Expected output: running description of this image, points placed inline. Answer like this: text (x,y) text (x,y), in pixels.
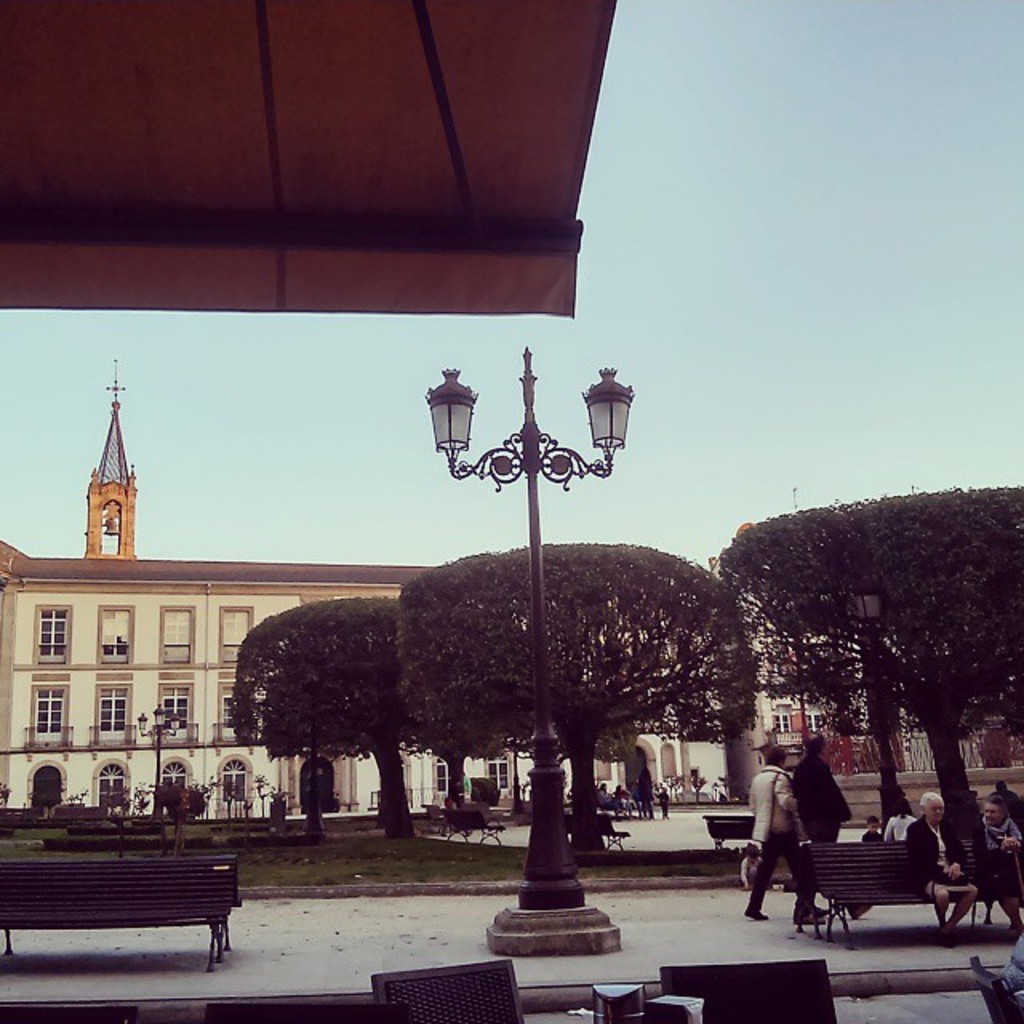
In this picture I can see the path (473,924) in front (430,902) on which there are benches (190,916) and I see few people (787,832) and in the center of the image (422,667) I see the grass (331,876) and the trees (660,671) and I see the light poles (881,646). In the background (67,699) I see the buildings (308,591) and I see the sky (742,307).
